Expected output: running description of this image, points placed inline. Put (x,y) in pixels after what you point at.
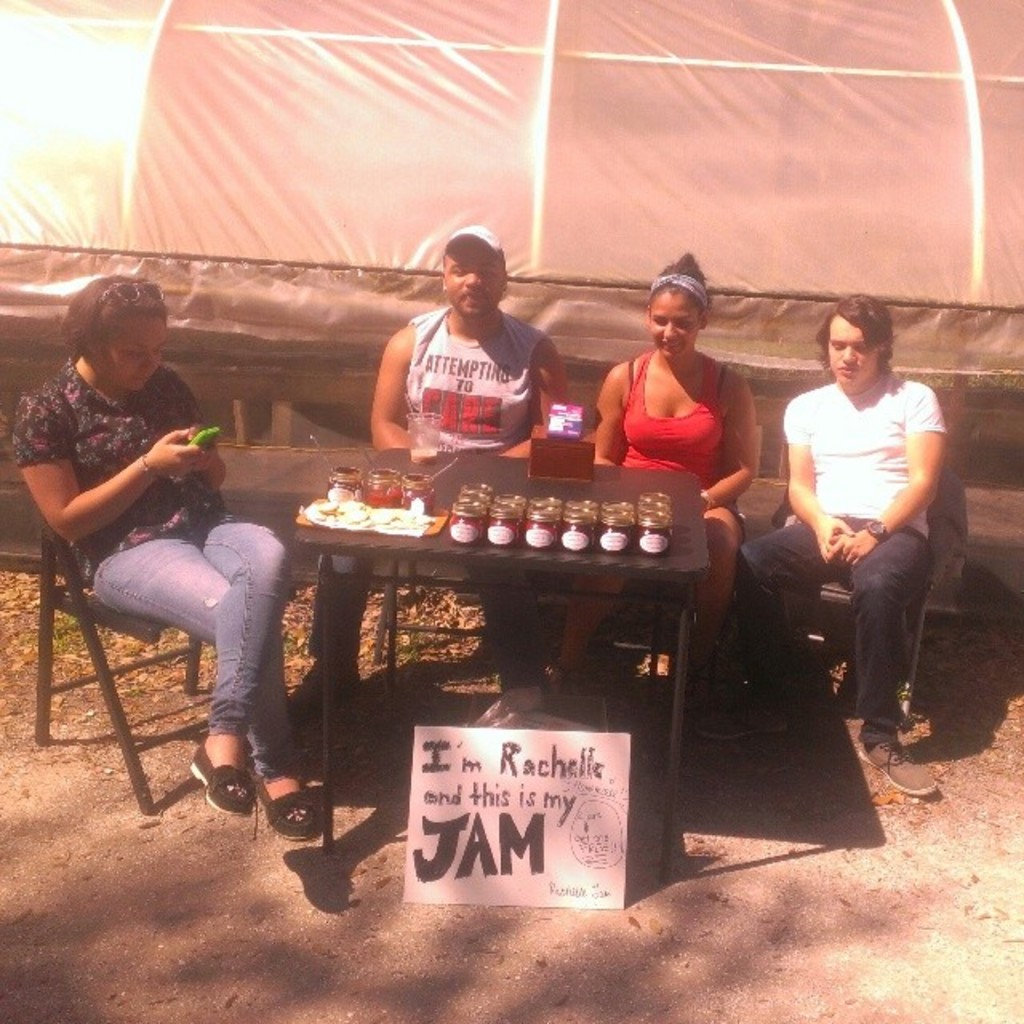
In this image i can see a four people (737,492) sitting on the chair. On the table (567,559) there are few bottles (536,536). On the floor (404,816) there is a board (426,822). At the background (404,202) we can see a tent (544,195). The woman (215,449) is holding a mobile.
